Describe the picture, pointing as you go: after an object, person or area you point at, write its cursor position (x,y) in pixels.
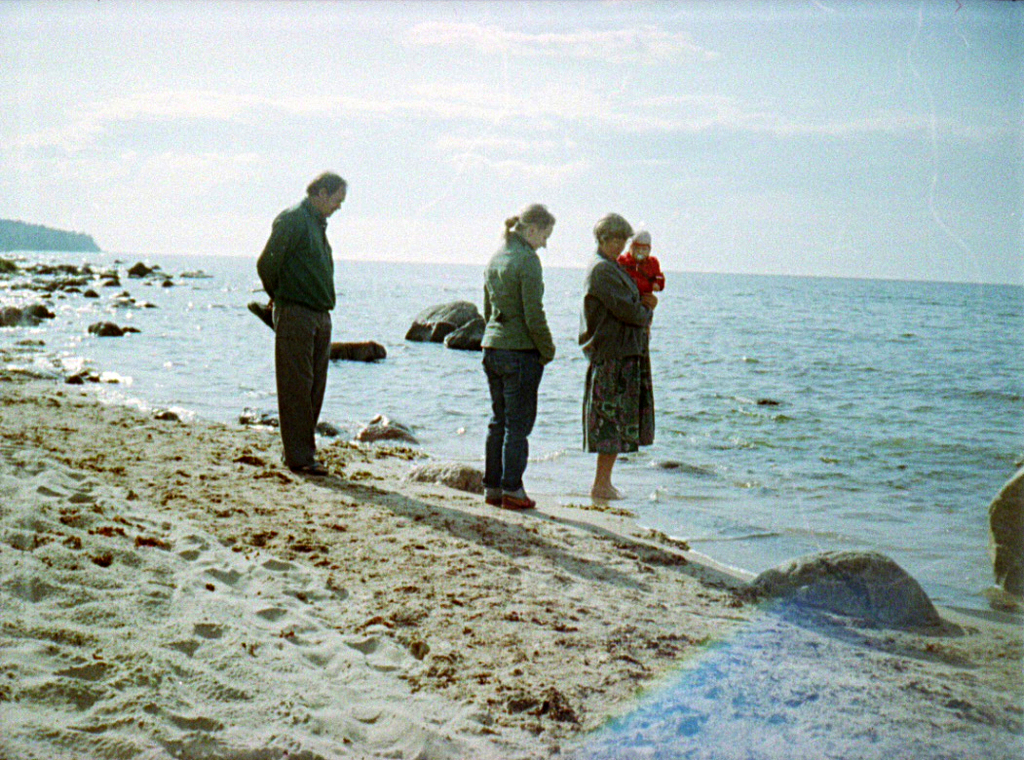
In this image we can see a group of people (585,395) standing on the ground (610,573). One woman (592,367) is holding a baby (632,277) with her hands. In the background (944,387), we can see a group of rocks (441,336), water (732,367) and the cloudy sky (648,126).
